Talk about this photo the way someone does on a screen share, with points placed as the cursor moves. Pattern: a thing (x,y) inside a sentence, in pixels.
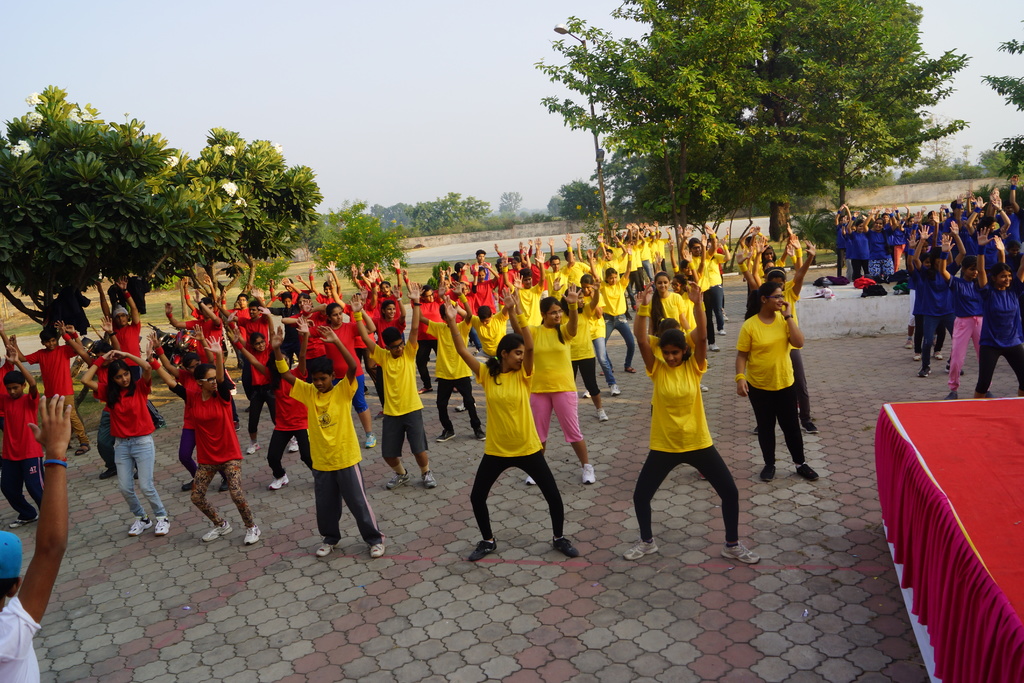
On the left side (13,622), there is a person (14,627) in white color t-shirt (13,622), doing exercise on the floor (182,678). In front of this person (27,661), there are groups of persons (579,258) in red and yellow color t-shirts (545,383), doing exercise on the floor (720,571). On the right side (931,451), there is a red color stage (984,456). Beside this stage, there is group of persons (959,219) in violet color t-shirts (921,285) doing exercise on the floor (295,667). In the background (802,108), there are trees (466,229), there is ground (463,256) near a wall (535,226) and there is blue sky (369,79).
